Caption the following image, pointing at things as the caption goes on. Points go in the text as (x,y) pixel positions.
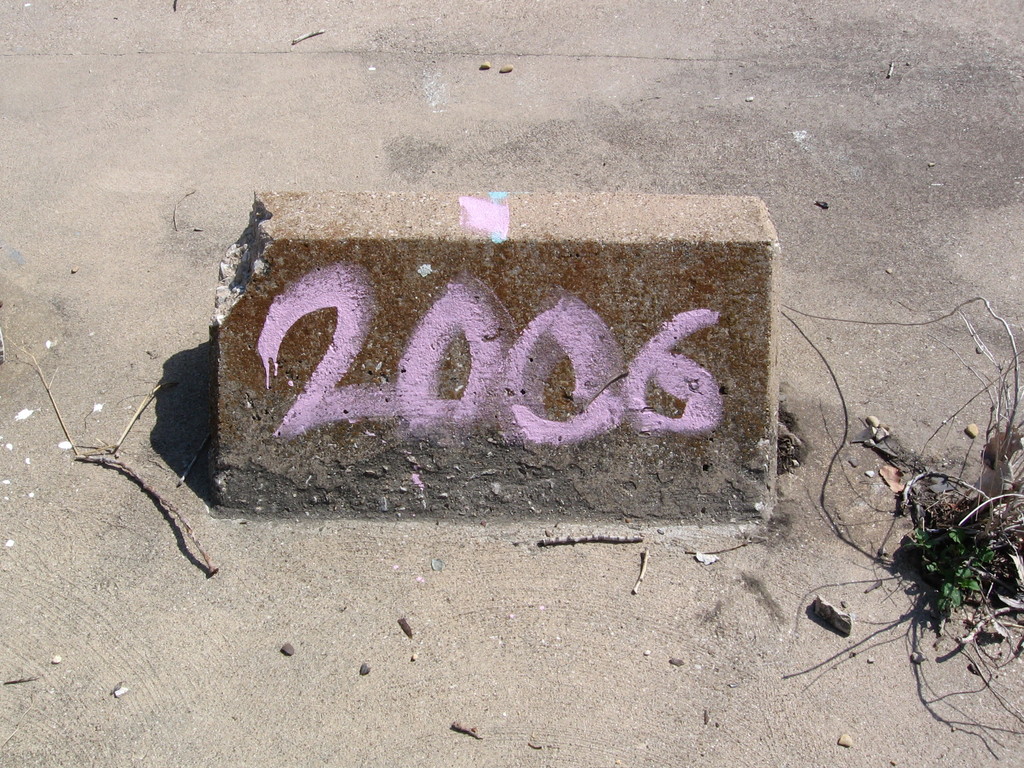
In the center of the image (502,364), we can see some text (341,350) on the stone (346,337) and in the background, there are twigs (193,537) on the road (490,613).
